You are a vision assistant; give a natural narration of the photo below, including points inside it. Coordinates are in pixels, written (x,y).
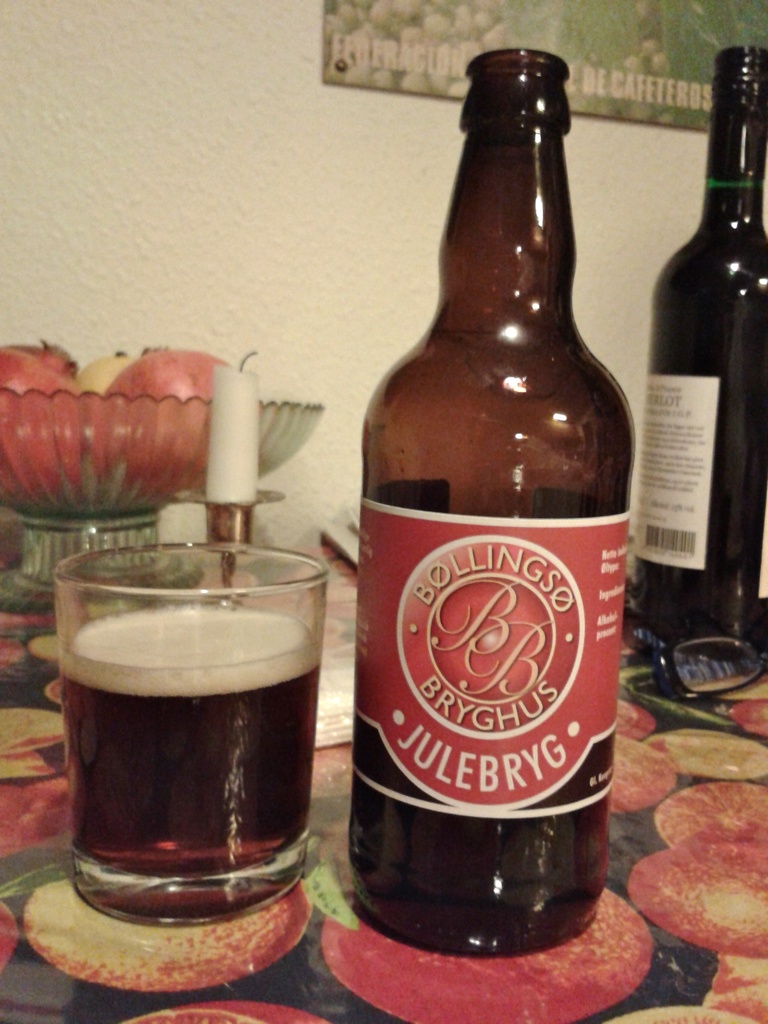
There is a table (576,958) with colorful mat (38,855). On the table (45,799) there is a tray (100,471) with fruits (148,362), candle (238,497) with stand (234,532), glass (199,666), two bottles (467,676) with label (487,761) and a specs (708,677). In the background (324,201) there is a wall (331,121) with photo frame (394,60).
